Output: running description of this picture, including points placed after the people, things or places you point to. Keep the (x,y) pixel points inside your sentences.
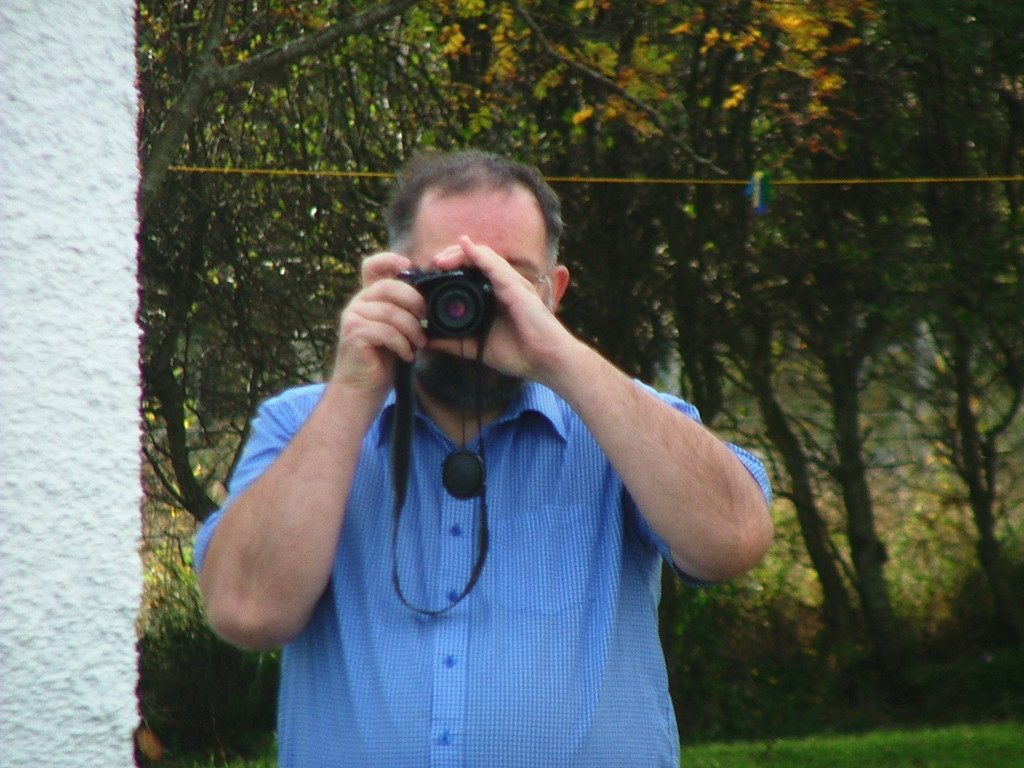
He is standing and his holding a camera (482,293). In the background (797,511) there is a trees (836,443) and wall (68,196).
